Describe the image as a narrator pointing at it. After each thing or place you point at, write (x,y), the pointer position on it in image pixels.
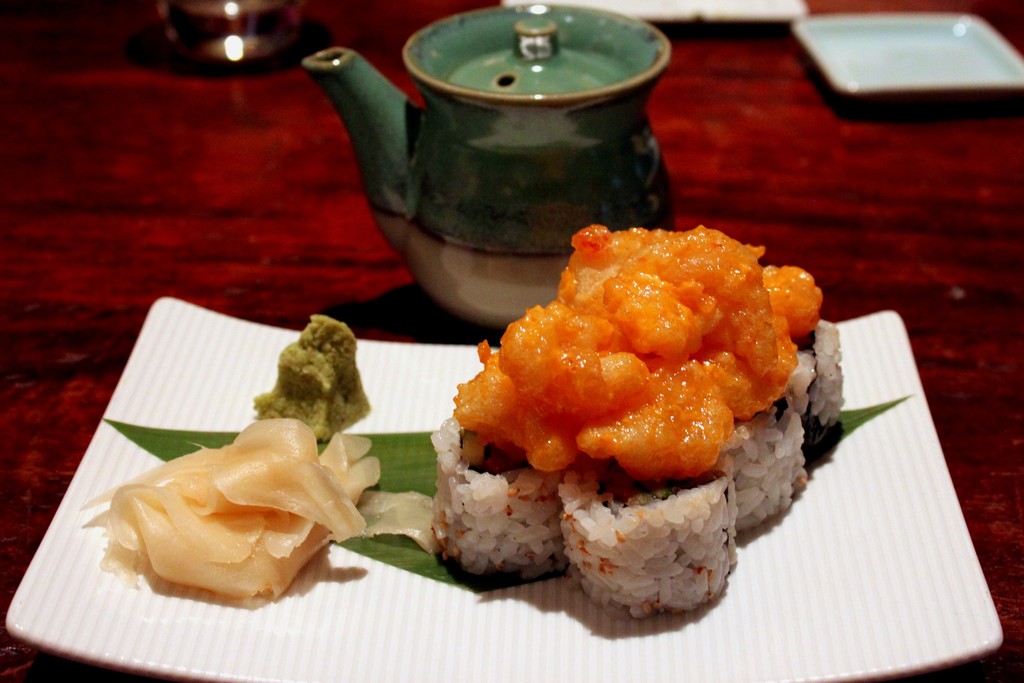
In this image there are plates (912,43), teapot (560,158), food (684,317), objects (215,31) and platform (301,22).
